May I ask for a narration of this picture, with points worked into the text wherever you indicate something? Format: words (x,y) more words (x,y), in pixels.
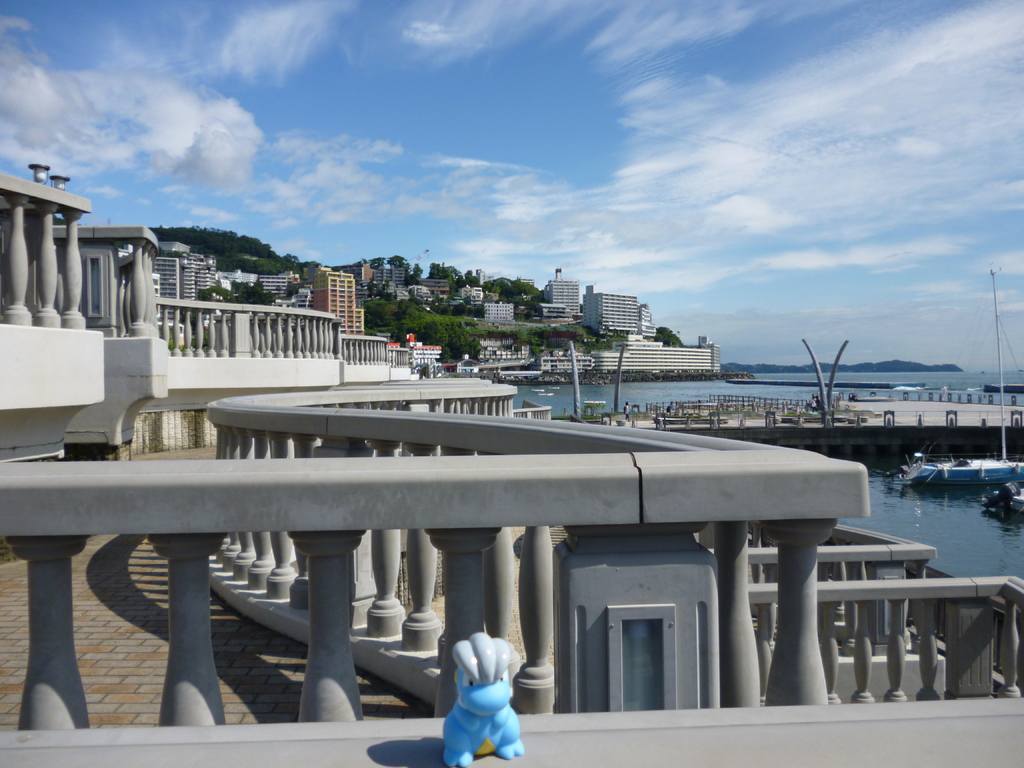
In this picture I can see buildings (360,269), trees (497,287) and I can see few boats (974,472) in the water (815,392) and it looks like a bridge (582,442) and a toy (470,691) and I can see blue cloudy sky (509,86).
